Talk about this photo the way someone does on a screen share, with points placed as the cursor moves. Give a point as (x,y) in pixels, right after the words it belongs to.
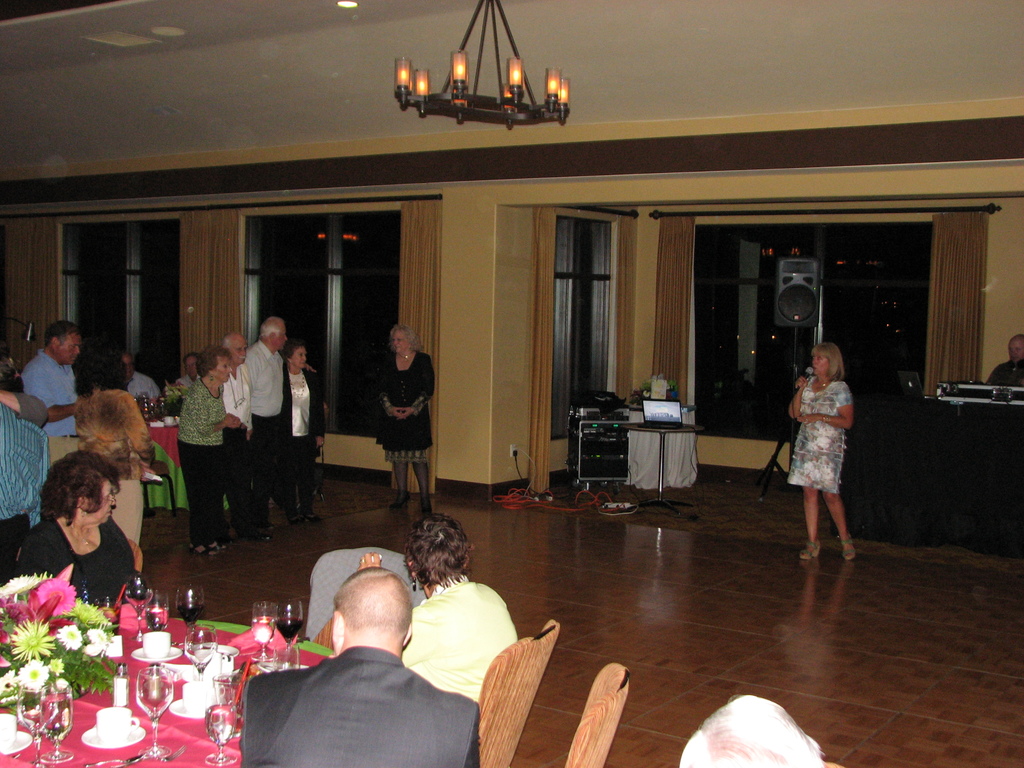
In this image I can see number of people (121,476) where few of them are sitting on chairs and rest all are standing. Here I can see number of glasses (59,738) and cups (104,738) on this table (183,638). In the background (650,402) I can see a laptop (659,420) on this table (657,472).
